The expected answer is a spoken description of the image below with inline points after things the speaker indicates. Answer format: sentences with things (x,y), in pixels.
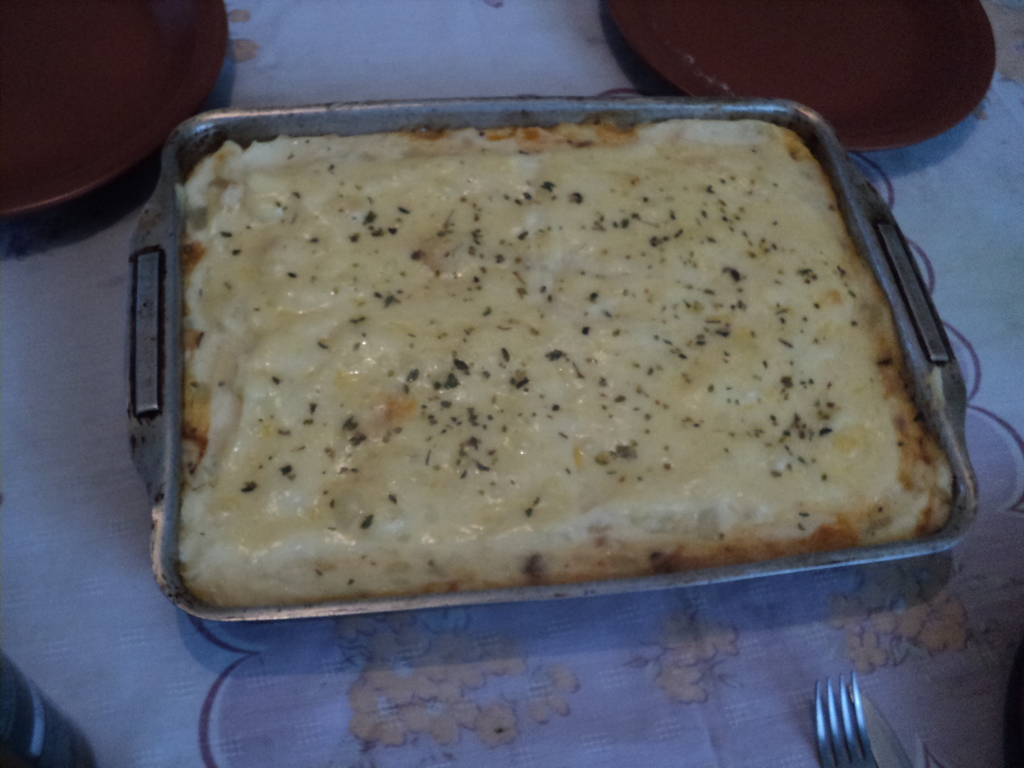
In this image there are plates (658,11), fork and a food item (452,486) in a tray (165,205) which was placed on the table (185,681).
